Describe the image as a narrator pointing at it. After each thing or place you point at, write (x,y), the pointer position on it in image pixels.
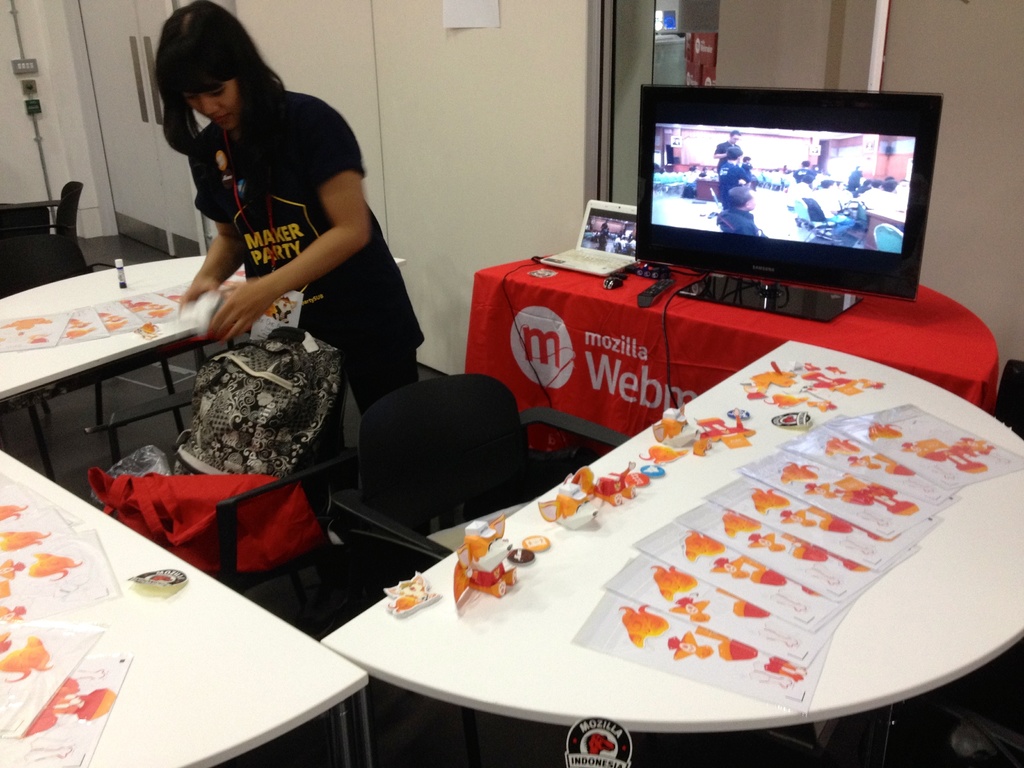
In this image the woman (276,207) is standing. There is television (729,216), laptop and remote (654,295) on the table (899,322). The cloth (604,367) is covered to the table (599,349). There is a bag (236,418) on the chair (263,488). At the background (23,84) we can see a switch board (26,64) on the wall (8,140). There are papers (665,571) and toys (482,567) on the table (644,695).
